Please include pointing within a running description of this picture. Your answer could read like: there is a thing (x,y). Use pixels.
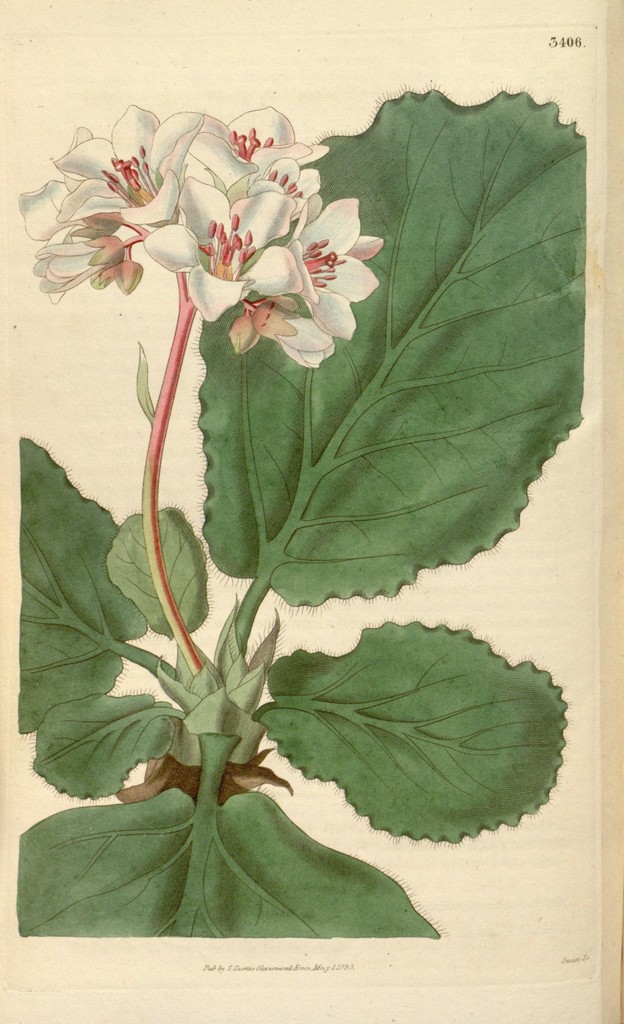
This image is a painting. In this image we can see a plant (143,375) and flower (176,219).
